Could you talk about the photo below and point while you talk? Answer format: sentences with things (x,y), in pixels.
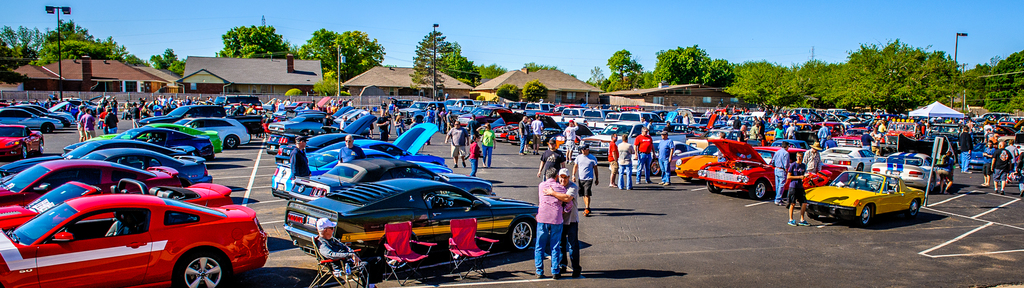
In this image we can see the vehicles (900,136), people (679,119), chairs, we can see the tent (938,113), few houses (52,70), trees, street lights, transmission towers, metal fence (85,97), we can see the sky (509,43).
